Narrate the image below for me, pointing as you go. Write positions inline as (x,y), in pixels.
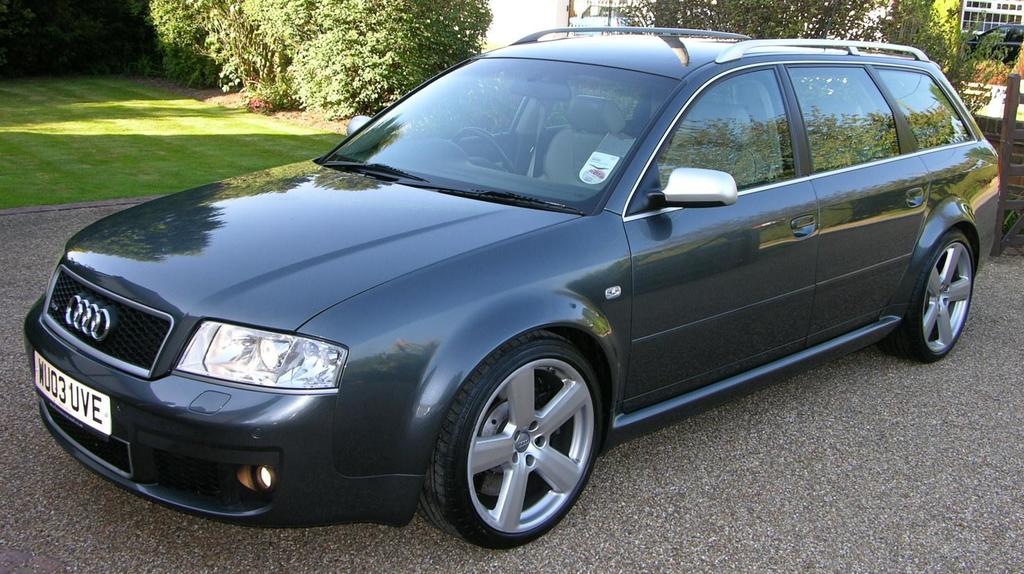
In front of the picture, we see a car (659,245) in grey color is parked on the road (813,520). At the bottom (820,517), we see the road (824,509). Behind the car (578,35), we see the wooden fence (1017,145) and the trees (713,8). On the left side (120,121), we see the grass (135,120). At the top (269,58), we see the trees (347,43). There are trees (382,27), buildings (974,11) and vehicles (597,19) in the background (585,20).
